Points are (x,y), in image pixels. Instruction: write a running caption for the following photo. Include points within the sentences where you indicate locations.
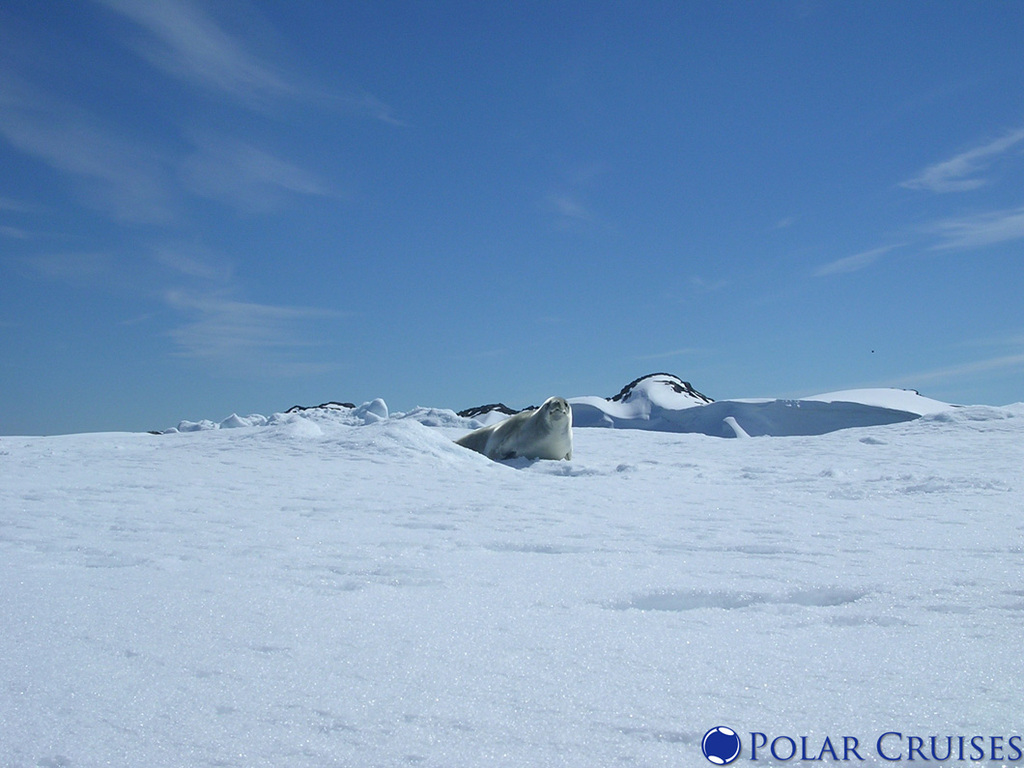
In this picture I can see the polar animal (484,450). I can see snow (504,491). I can see clouds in the sky (380,270).
